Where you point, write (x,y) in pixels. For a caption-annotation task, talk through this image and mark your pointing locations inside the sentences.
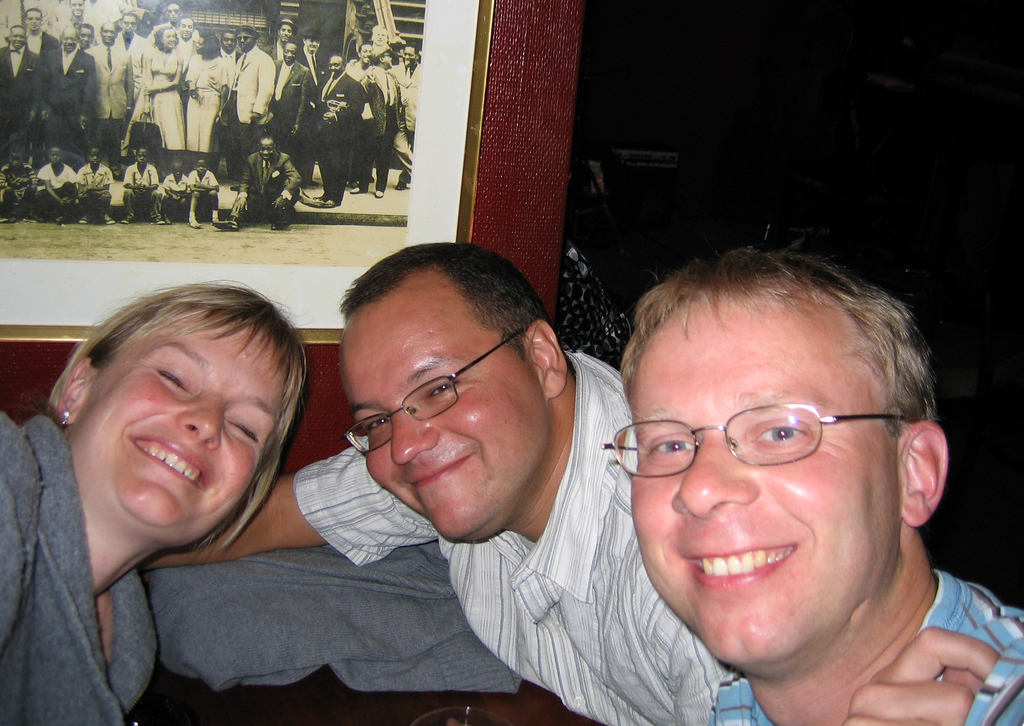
In the background (333,48) we can see a photo frame (169,48) on the wall (561,70). In this picture we can see the men (778,474) wearing spectacles (722,427). On the left side of the picture (124,497) we can see a woman (135,358). They all are smiling.
